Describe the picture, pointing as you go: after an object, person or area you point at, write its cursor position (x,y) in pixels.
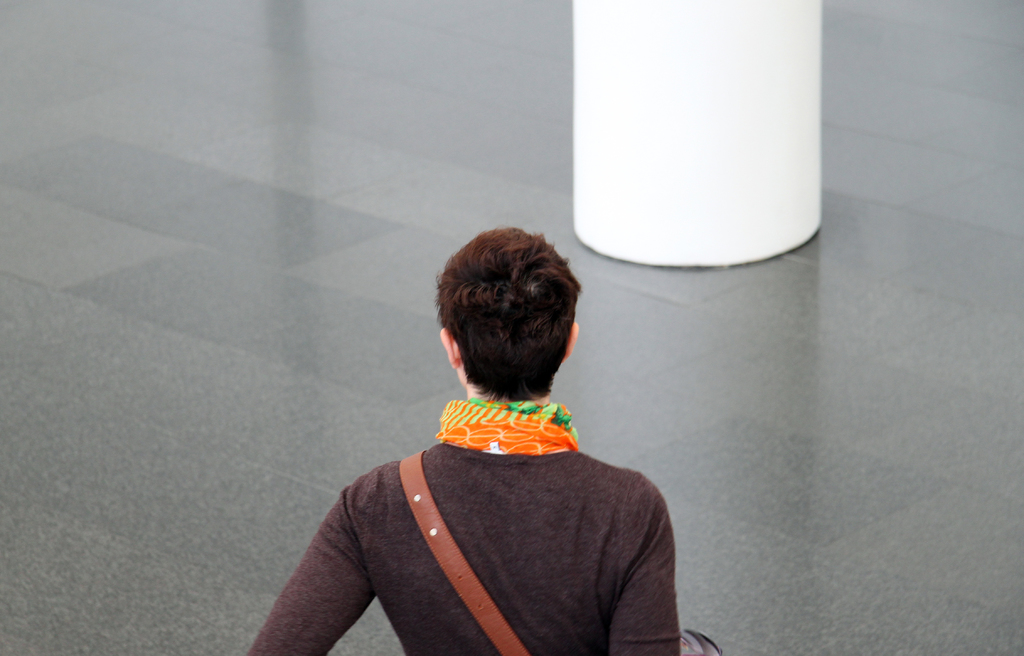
In this picture there is a woman (579,557) who is wearing scarf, t-shirt (490,654) and bag (434,522). She is standing on the floor (989,51). At the top (652,179) there is a pillar (616,97).
